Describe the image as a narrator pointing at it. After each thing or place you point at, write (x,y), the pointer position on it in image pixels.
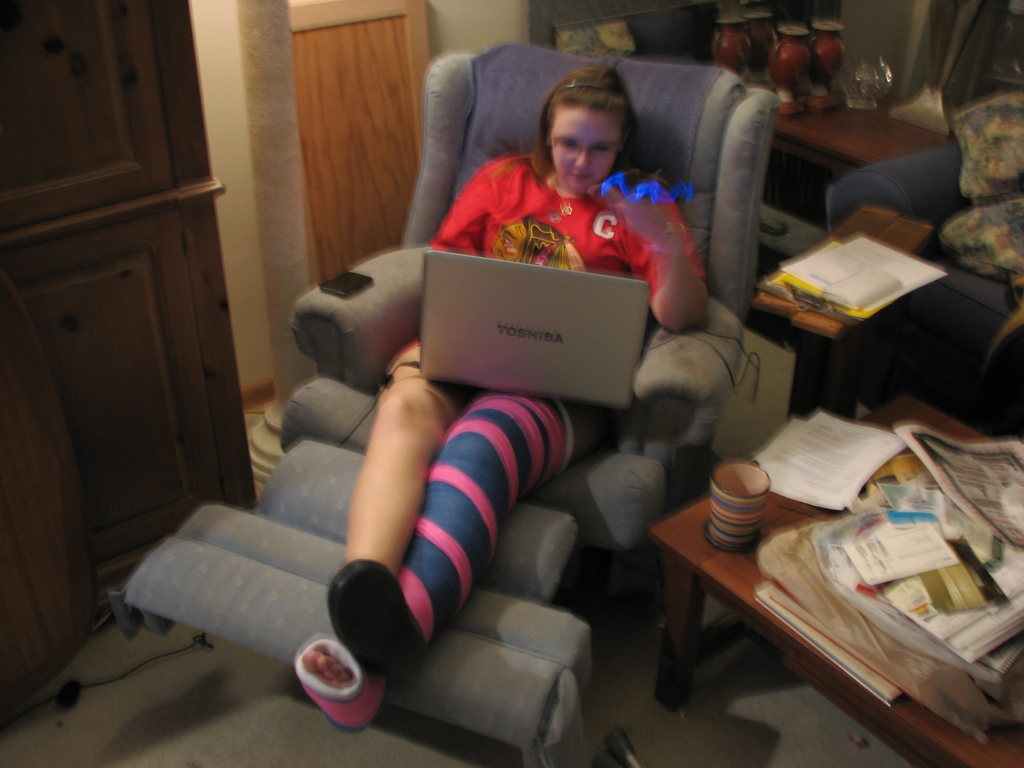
This image is taken indoors. At the bottom of the image (256,725) there is a floor (767,708). In the middle of the image (416,503) a woman (429,593) is sitting on the resting chair (475,690) and there is a laptop (534,326) on her laps (525,416). On the right side of the image (1016,637) there is a table (912,714) with many books (889,570), papers (884,529) and a cup (722,487) on it and there is a couch (946,259) with pillows (992,250) and books (810,296). On the left side of the image (49,212) there is a door (184,276). In the background (418,110) there is a wall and there are a few things (778,76) on the table (893,127).
